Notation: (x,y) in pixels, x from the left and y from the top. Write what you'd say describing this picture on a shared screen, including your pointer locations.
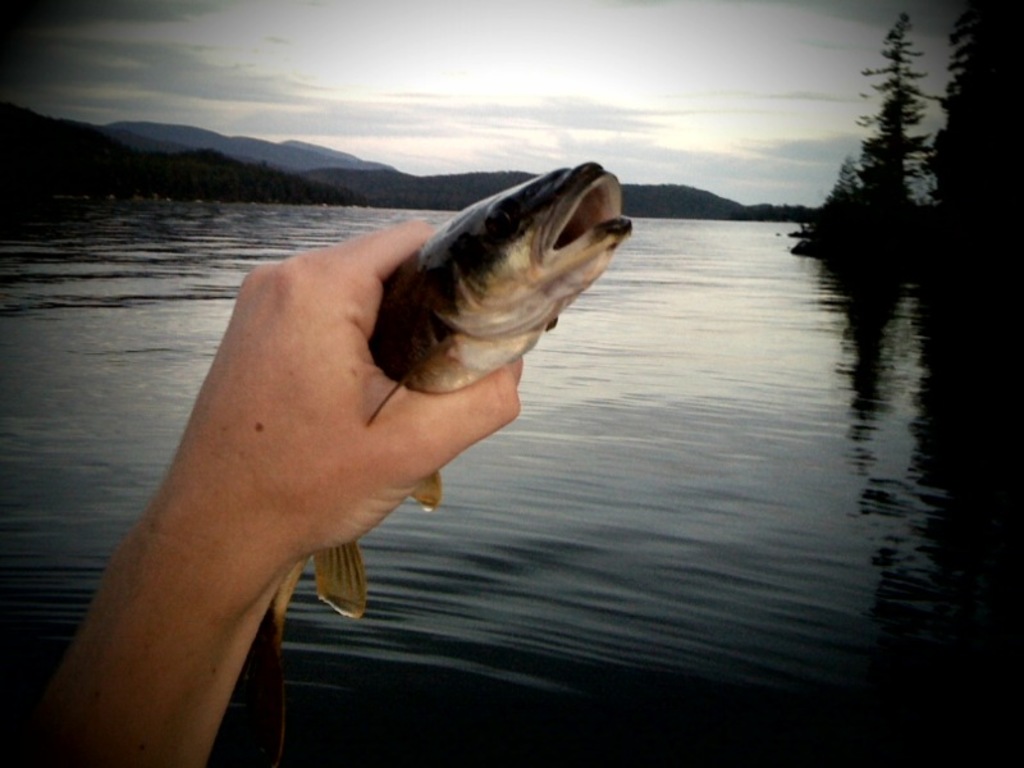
In this picture I can see there is a person (383,377) holding a fish (380,340), in the backdrop (636,289) there is a river (714,252), trees (936,227) to the right (961,205) and mountains (394,178), in the backdrop (813,208) and the sky (481,71) is cloudy.
